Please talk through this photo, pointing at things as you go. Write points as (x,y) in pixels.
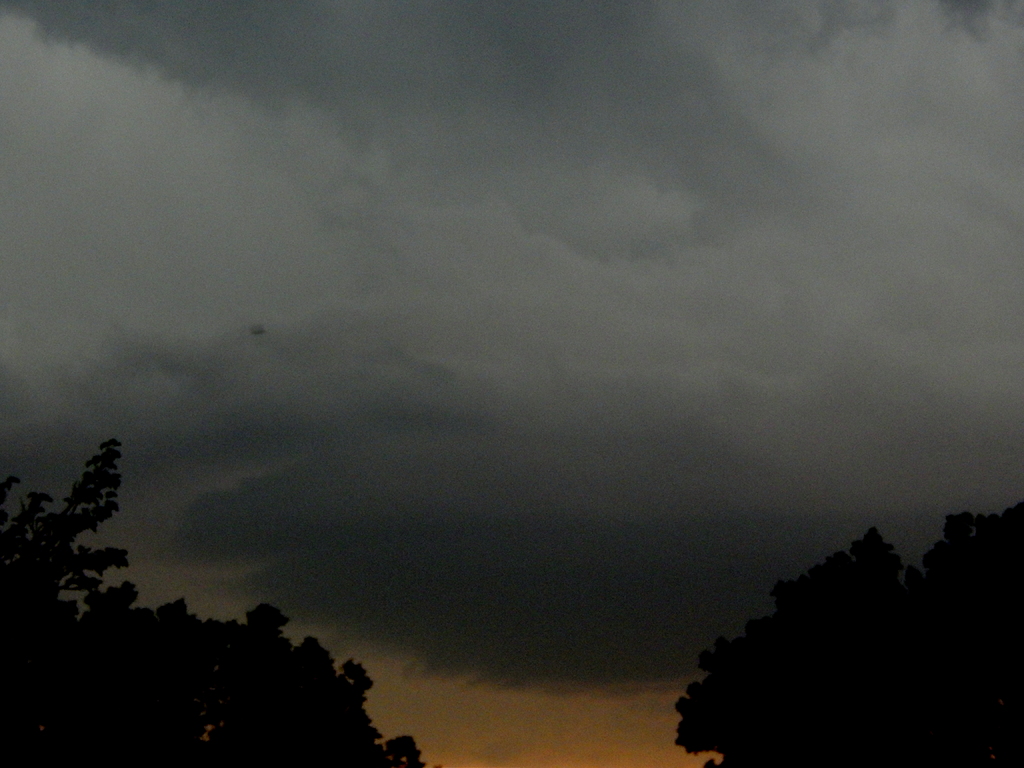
On the right (863,616) and left bottom of the image (125,692) there are some trees (838,655). On the top of the image (666,110) I can see the sky (195,187). It is cloudy.
